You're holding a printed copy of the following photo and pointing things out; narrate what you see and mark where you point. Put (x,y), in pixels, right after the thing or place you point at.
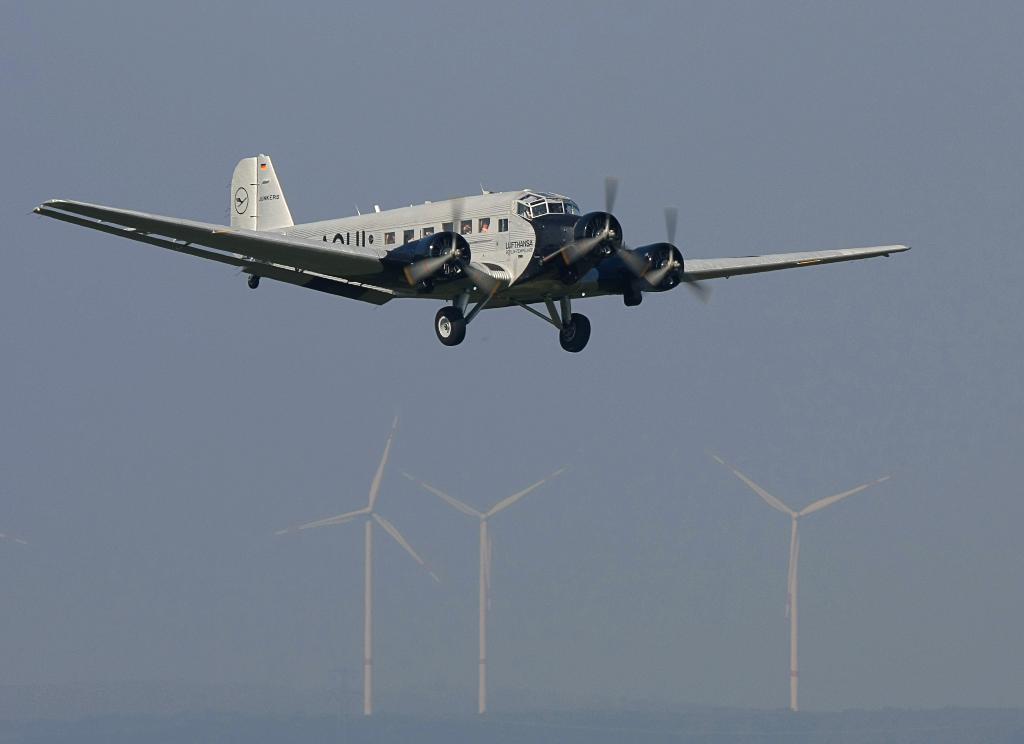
In this image I can see an aircraft (727,263). There are windmills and in the background (411,341) there is sky (411,341).
